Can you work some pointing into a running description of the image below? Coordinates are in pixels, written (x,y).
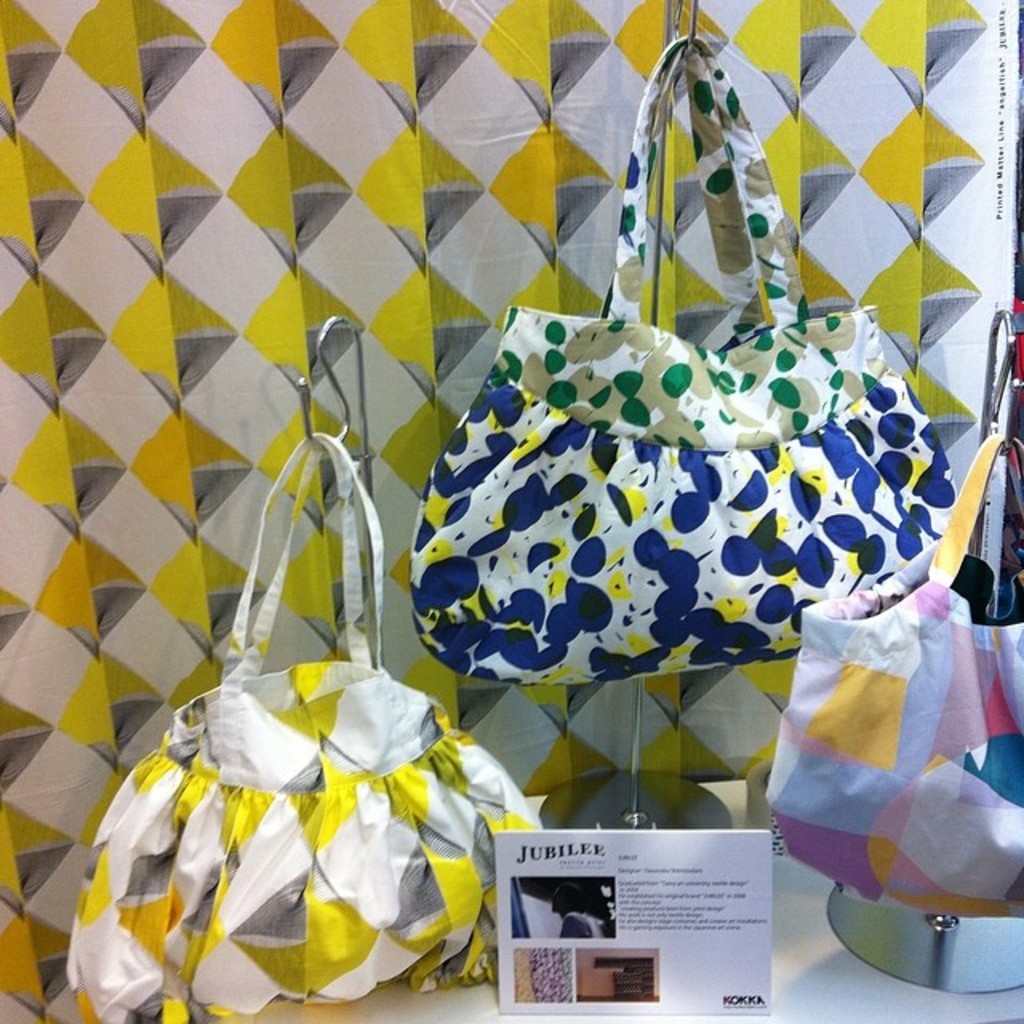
In this picture, we see three handbags (679,645). Bag (261,690) which is in white and yellow and grey color is placed on the left side of the picture (234,775) and on the right side (884,832), we see bag (848,652) which is in yellow, blue and pink color. In the middle of the picture (504,506), we see a bag (685,541) which is in blue, white and green color. Behind these bag (533,309), we see a wall (321,240) which is in yellow, white and grey color.
